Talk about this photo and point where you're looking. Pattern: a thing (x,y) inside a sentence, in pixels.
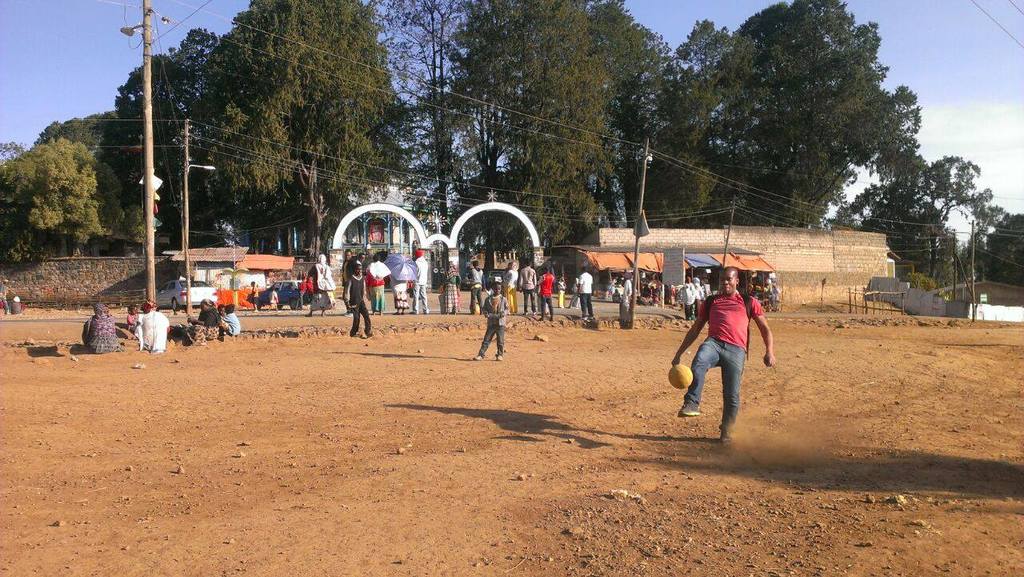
In this image a person (727,331) wearing a red shirt (726,328) is standing on the land (649,473) and kicking the ball (675,379) with his leg (699,384). Few persons (365,308) are on the ground (511,346). Few persons (130,315) are sitting beside the ground (53,337) near a pole (147,55) which is connected with few wire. Few persons (592,297) are standing on the road (341,305). A person (399,290) is holding an umbrella (401,272). Before them there is an arch (350,210). Beside there are few houses (655,278). Behind arch (365,211) there is a building (406,200). There are few trees (738,136). Top of image (953,55) there is sky (954,40).
